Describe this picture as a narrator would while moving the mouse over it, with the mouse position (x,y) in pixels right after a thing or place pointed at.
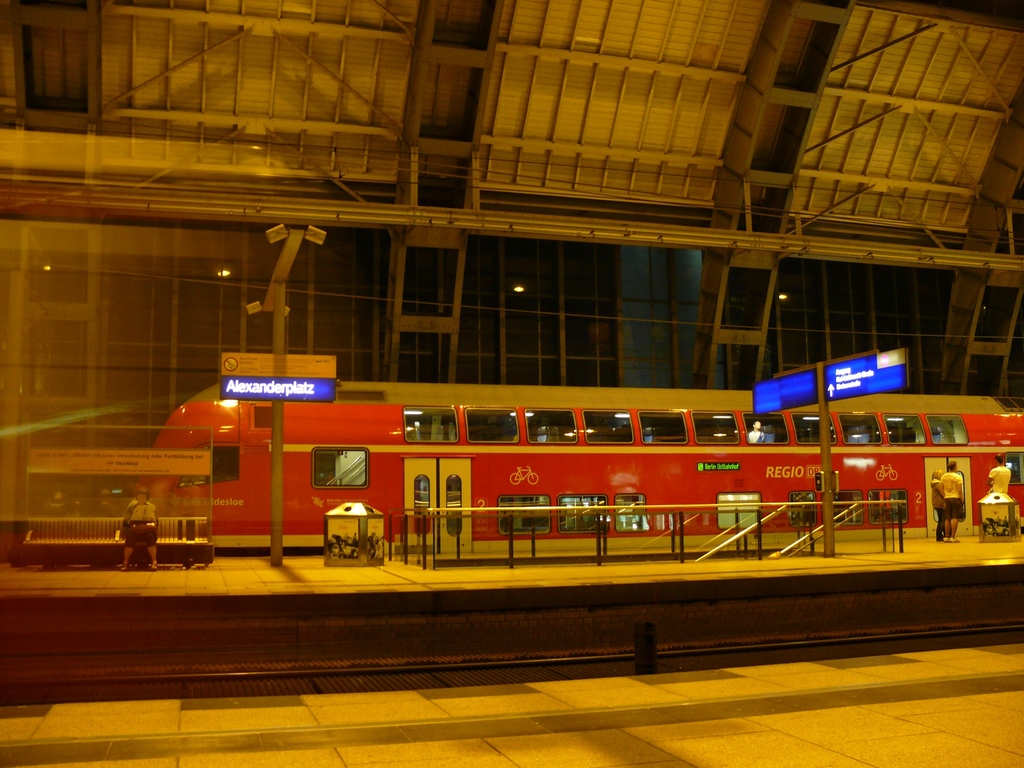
In this picture, we can see a few people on the platform (889,551), and a few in a train (565,482), we can see railtrack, platform (233,570), railing (509,549), dustbins (327,547), poles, and we can see posters (267,383), lights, and we can see the roof (768,142) with poles (843,134) and some objects (434,204) attached to it.
